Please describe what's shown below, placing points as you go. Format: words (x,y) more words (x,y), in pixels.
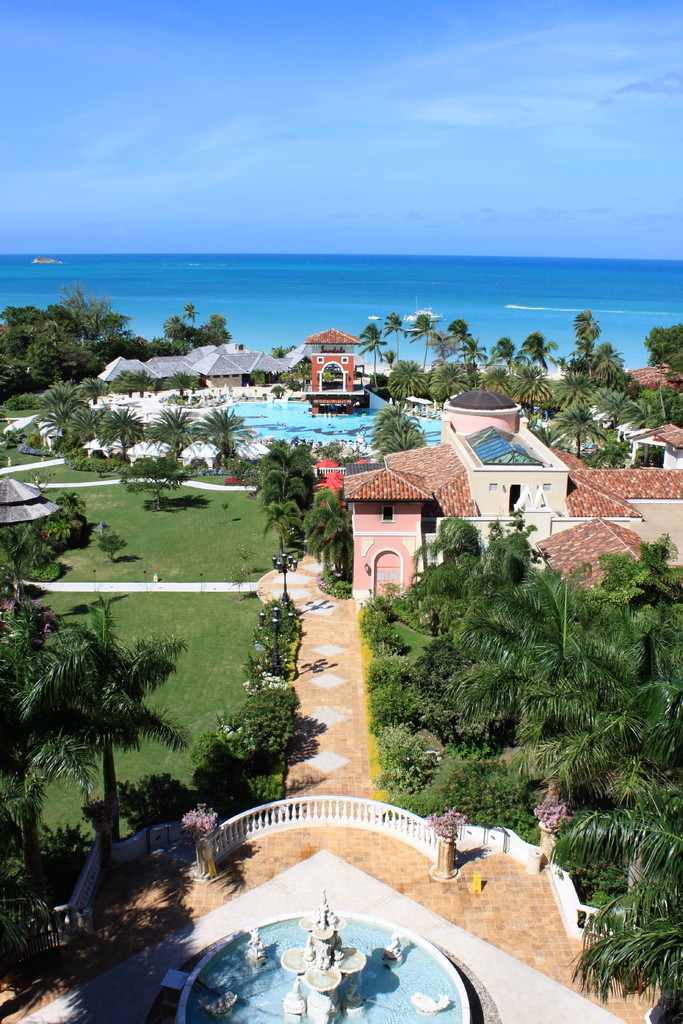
In this image I can see the fountain (296,954) which is white in color, the railing (374,827), few trees (632,629), some grass (164,598), few buildings (372,532), the swimming pool (363,428) and in the background (412,354) I can see the water (281,310), few ships (412,331) and the sky (157,166).
